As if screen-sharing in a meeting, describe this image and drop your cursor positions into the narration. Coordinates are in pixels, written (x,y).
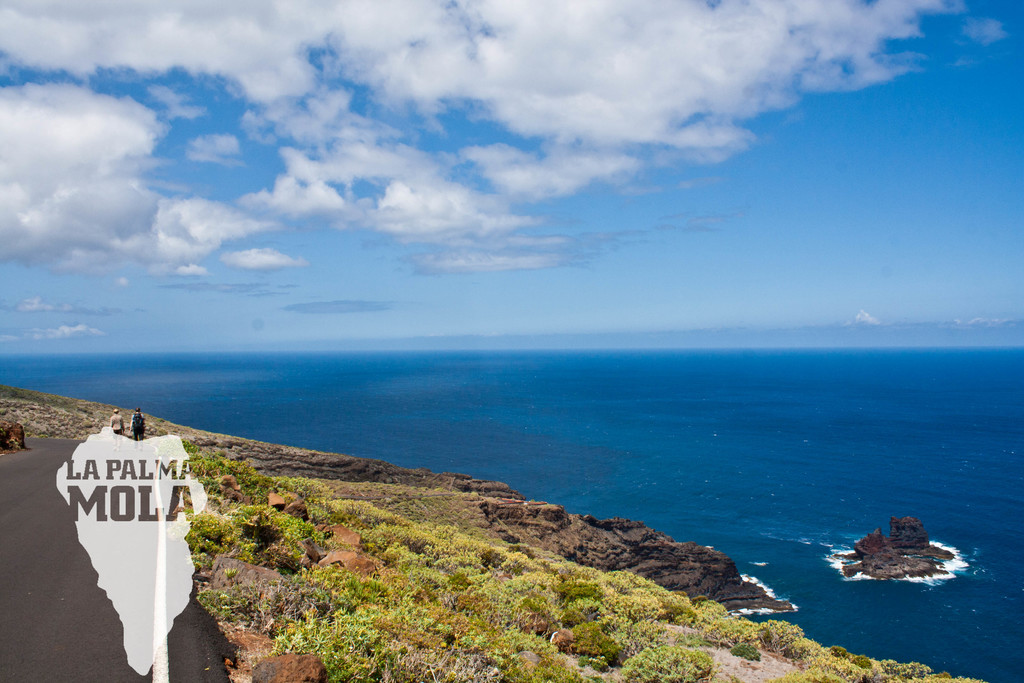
In this picture there is greenery (542,550) at the bottom side of the image (625,614) and there is sea (929,352) in the center of the image (485,359).
